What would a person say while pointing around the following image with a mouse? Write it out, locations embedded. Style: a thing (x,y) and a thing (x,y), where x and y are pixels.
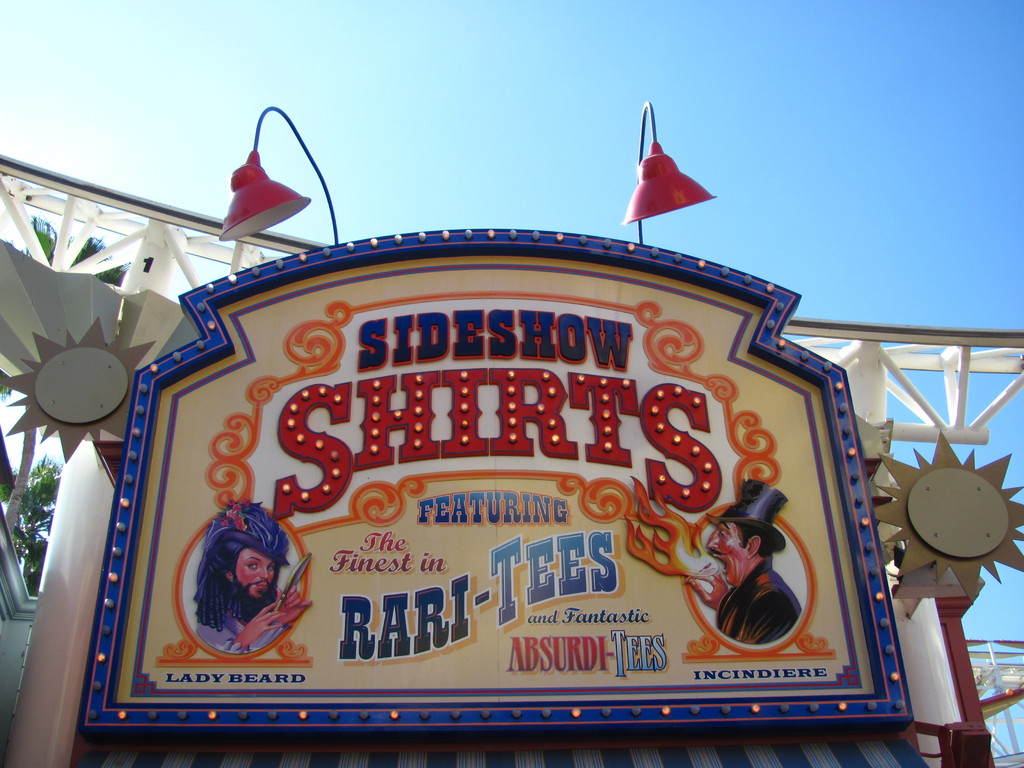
In this image I can see a huge board (522,466) which is cream, red, blue and orange in color. I can see two pictures (670,564) of persons (757,608) and few lights (667,162) to the board (800,559). In the background (701,180) I can see the sky (773,112) and few trees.
